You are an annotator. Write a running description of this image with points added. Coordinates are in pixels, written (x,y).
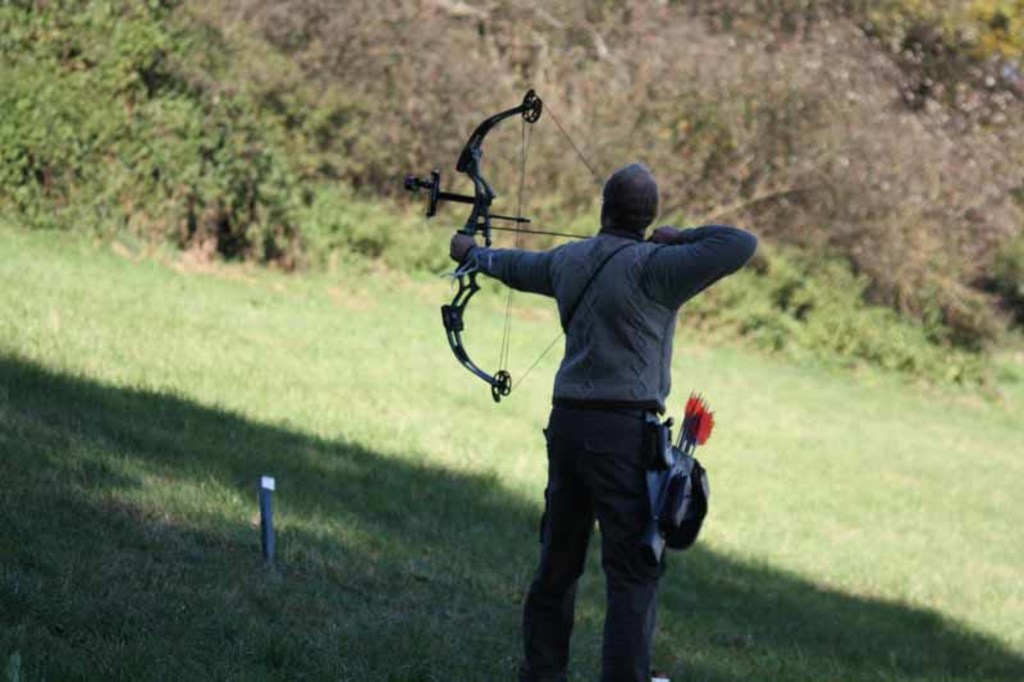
In this image, we can see a person (638,269) wearing clothes (639,370) and shooting an arrow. There are some plants (935,220) at the top of the image (625,57).
